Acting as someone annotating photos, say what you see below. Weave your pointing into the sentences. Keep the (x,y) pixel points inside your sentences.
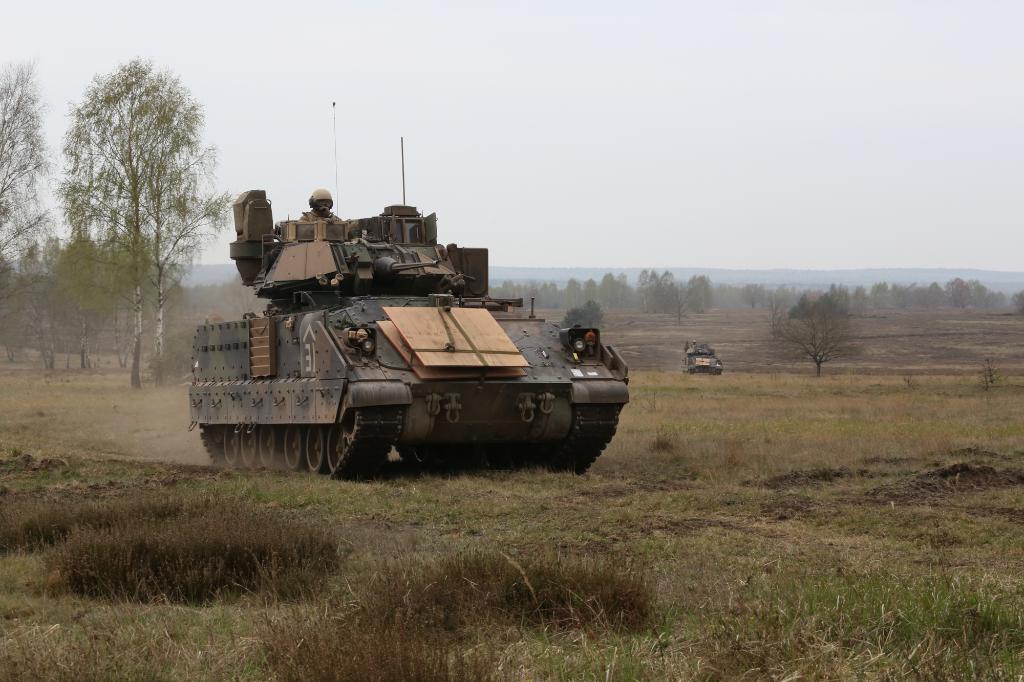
In the center of the image (355,303) we can see military tanker (306,379) on the grass (415,499). In the background (58,333) we can see trees (44,346), military tanker (690,365) and sky (696,188).
